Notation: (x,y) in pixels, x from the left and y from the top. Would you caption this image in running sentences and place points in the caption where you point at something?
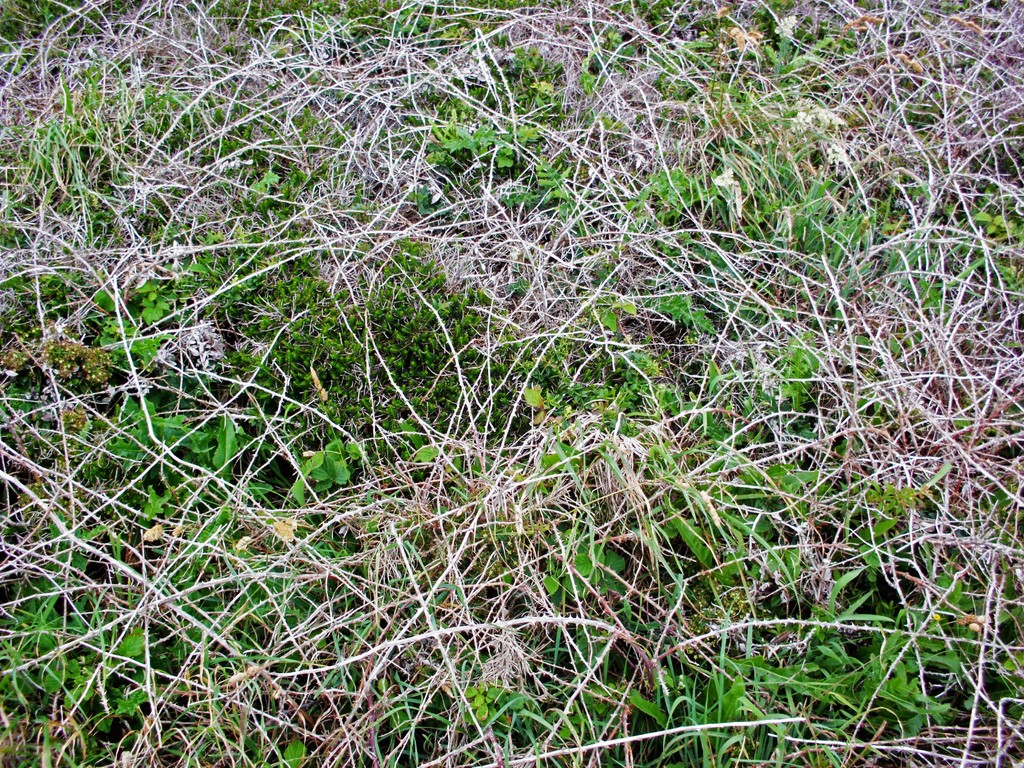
In this picture there is a close view of the dry and green grass (539,660), seen in the image.
